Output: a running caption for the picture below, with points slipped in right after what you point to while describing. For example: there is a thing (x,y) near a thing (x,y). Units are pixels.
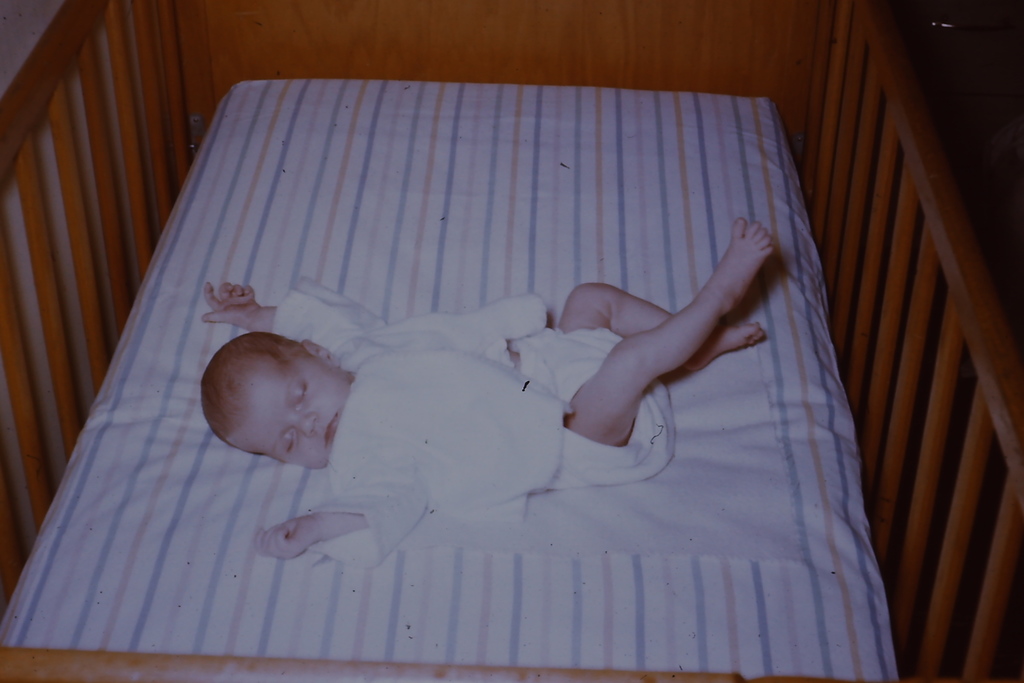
In this picture, we can see a child (635,450) lying in a cradle (661,476).
